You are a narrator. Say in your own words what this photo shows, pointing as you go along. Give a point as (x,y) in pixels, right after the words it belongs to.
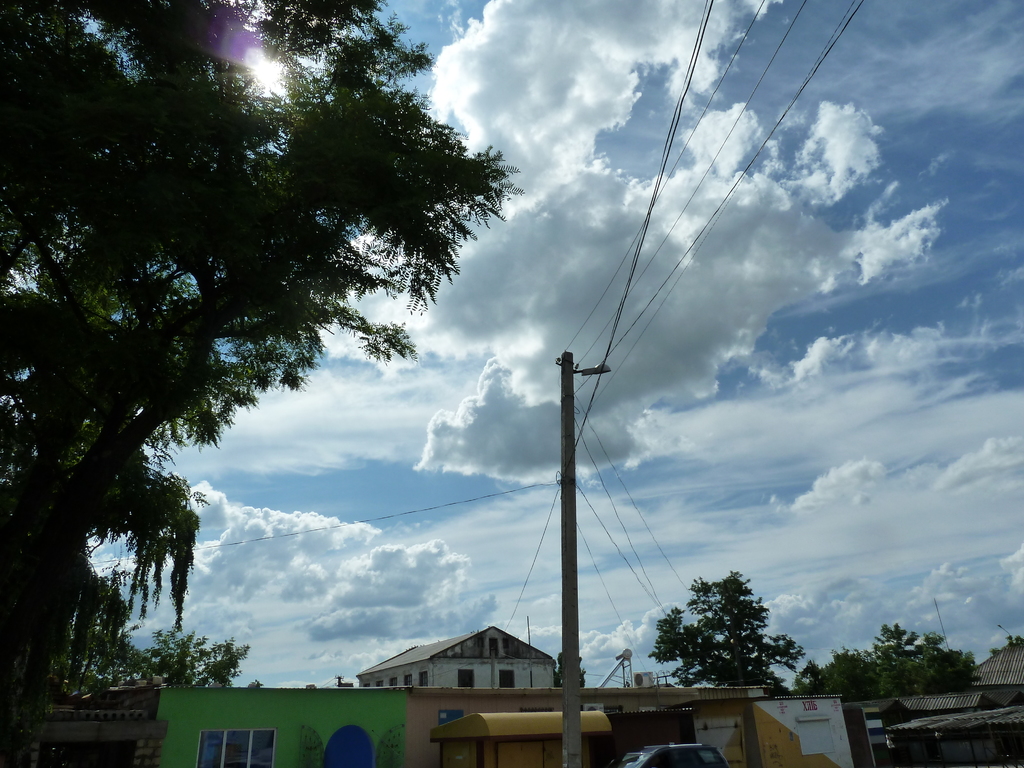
In this picture we can see pole (563,502), wires (481,499), light (584,372), buildings (515,641), shed (943,711), truncated vehicle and houses (484,709). On the left side of the image (50,82) we can see tree (450,181). In the background of the image (450,352) we can see trees (133,660) and sky (422,321) with clouds (406,374).
